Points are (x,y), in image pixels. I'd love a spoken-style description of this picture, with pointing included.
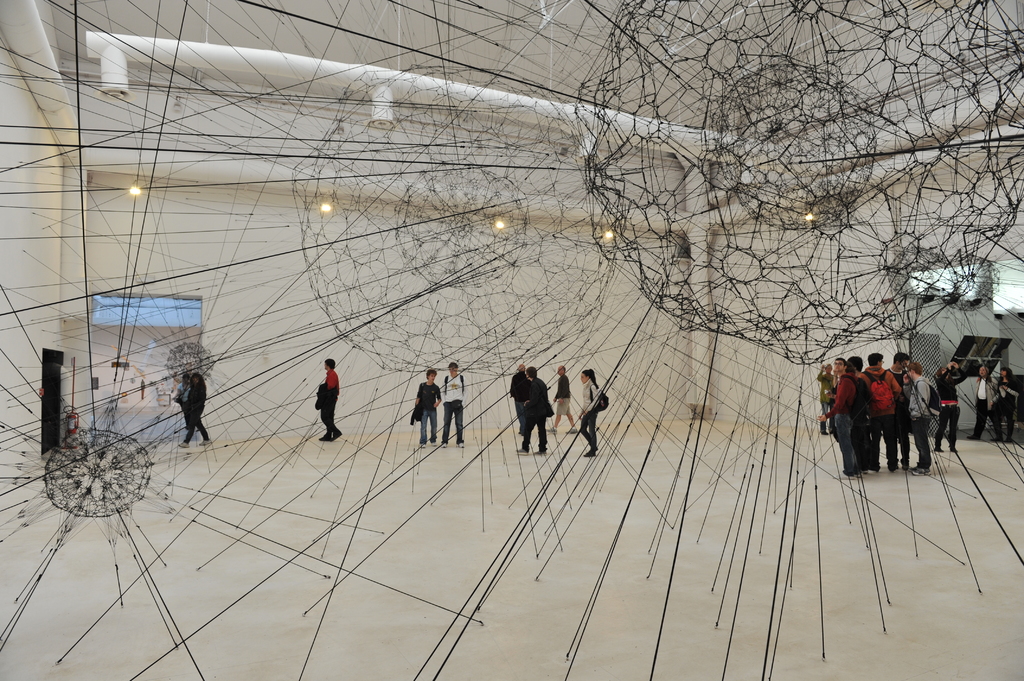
In the picture we can see a museum floor (656,617) on it, we can see some iron sticks (690,439) with some art (613,186) and behind it, we can see some people (587,393) are standing and some are walking through the entrance (190,304) and to the ceiling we can see the lights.
